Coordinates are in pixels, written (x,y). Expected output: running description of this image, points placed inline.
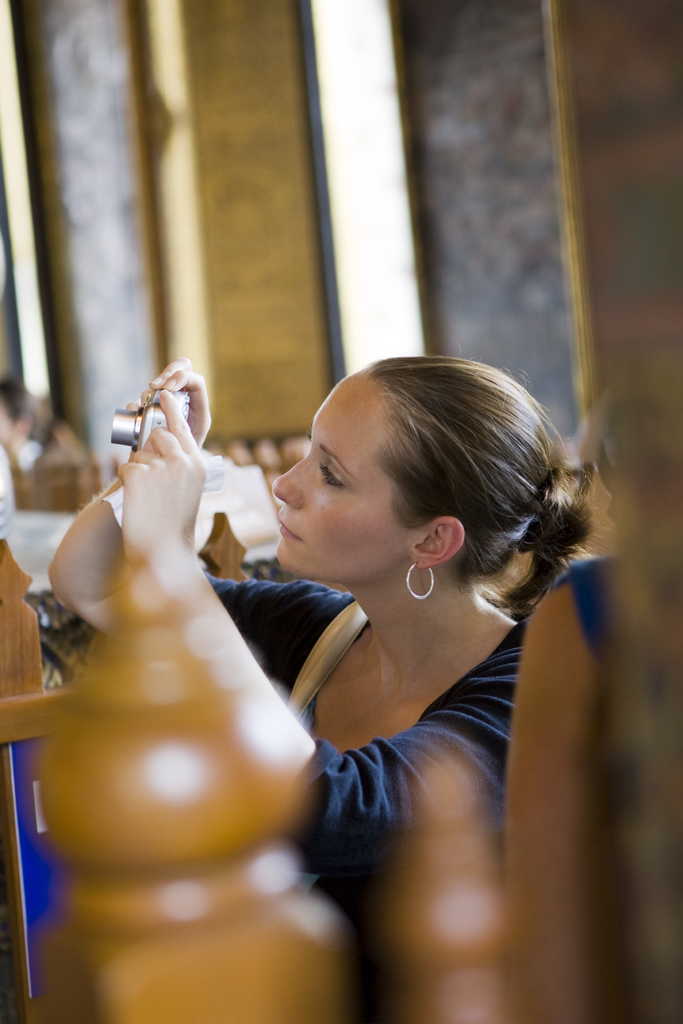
In front of the image there is a wooden object (272,933), behind the object (231,942) there is a woman (183,535) sitting on the bench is holding a camera (159,420), behind the woman (156,451) there are a few people (37,451) sitting on the benches (80,476), in the background of the image (245,414) there are pillars (524,165).
